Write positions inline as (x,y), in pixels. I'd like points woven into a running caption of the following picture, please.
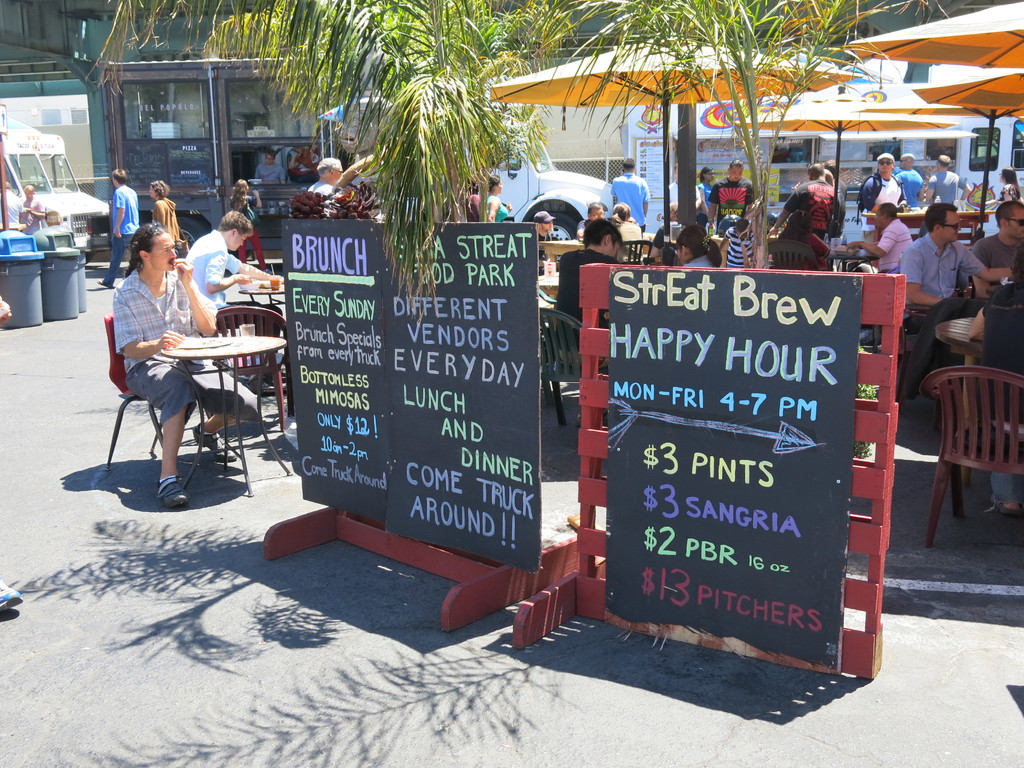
In this image i can see a group of people (182,322) who are sitting on the chair (1023,416) in front of a table (218,355). I can also see there is a board (470,466) on the road (289,606) and a tree (378,44).
